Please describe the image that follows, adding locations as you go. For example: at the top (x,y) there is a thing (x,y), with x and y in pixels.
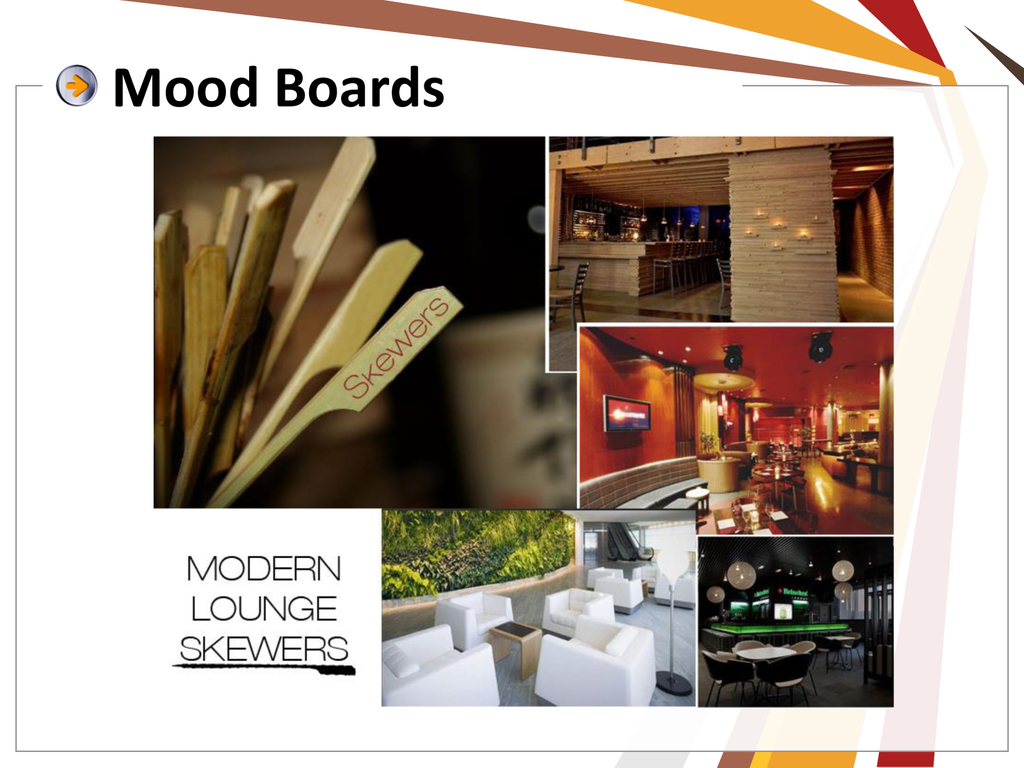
In this picture we can see a poster (187,514). In this poster (572,171) we can see sticks (306,422), some text (300,99), television (607,426), chairs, tables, walls (649,441), lights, grass (513,556) and some objects (635,484).
